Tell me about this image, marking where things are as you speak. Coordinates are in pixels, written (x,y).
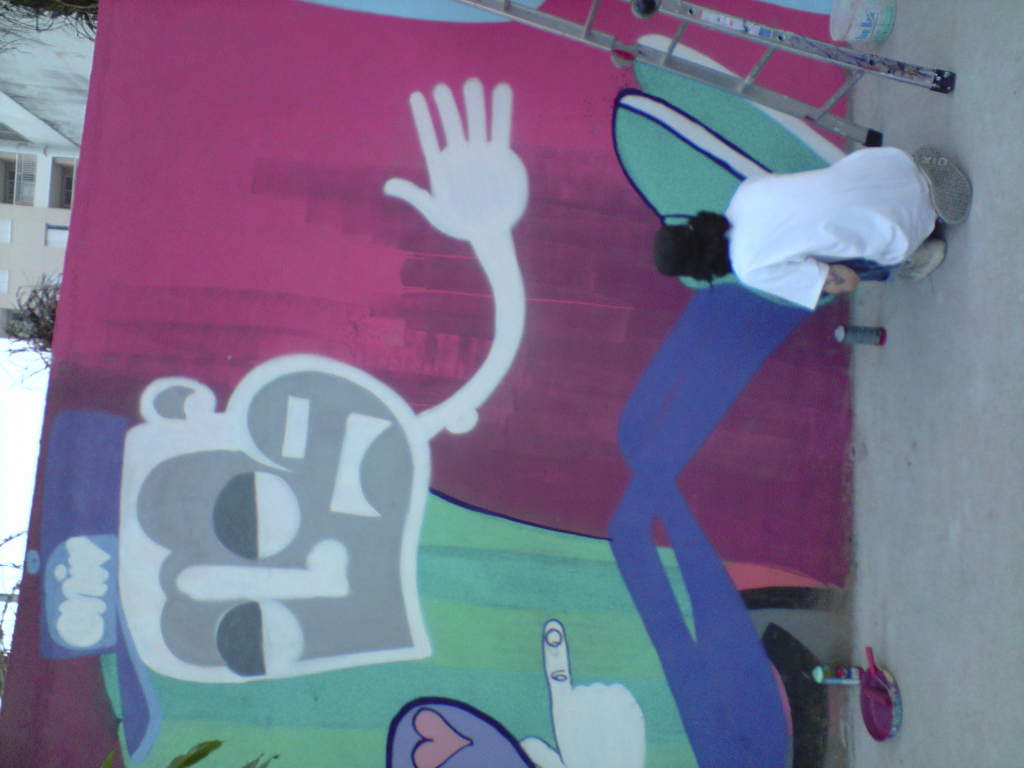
This is a tilted image, on the right side (912,226) there is a person (925,242) sitting and painting a wall (611,534), beside the person (839,178) there is a ladder (727,28).
